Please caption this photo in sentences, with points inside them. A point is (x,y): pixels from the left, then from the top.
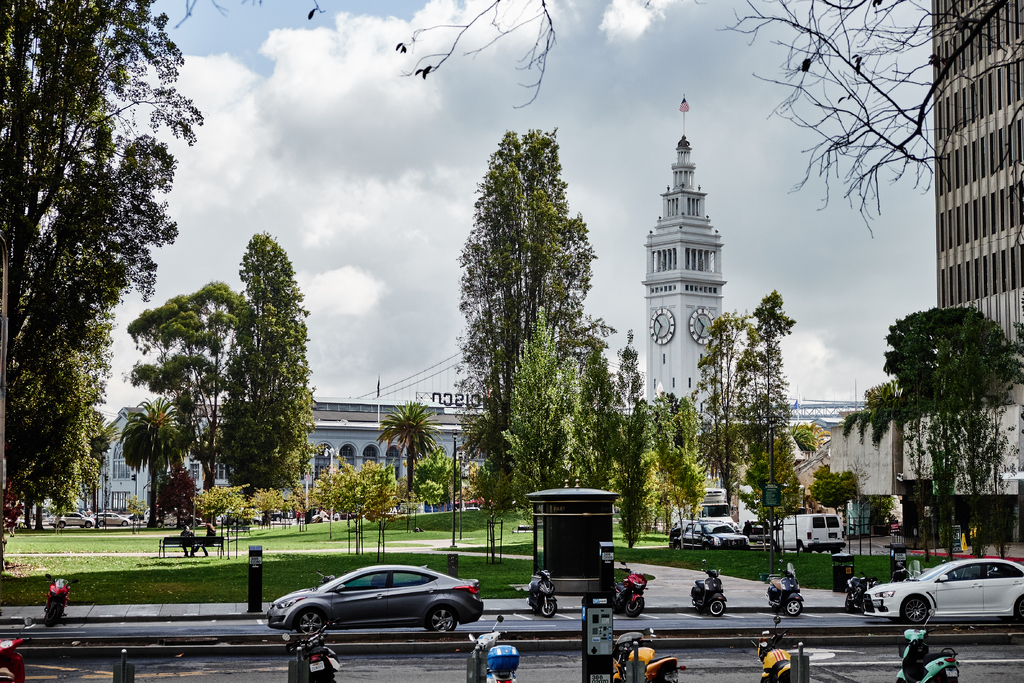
In the foreground of the image (1005,603) there are vehicles (380,623) on the road (114,630). In the background of the image (728,372) there are buildings (833,455), trees (74,337). At the top of the image (345,91) there is sky (349,64) and clouds (399,77).
